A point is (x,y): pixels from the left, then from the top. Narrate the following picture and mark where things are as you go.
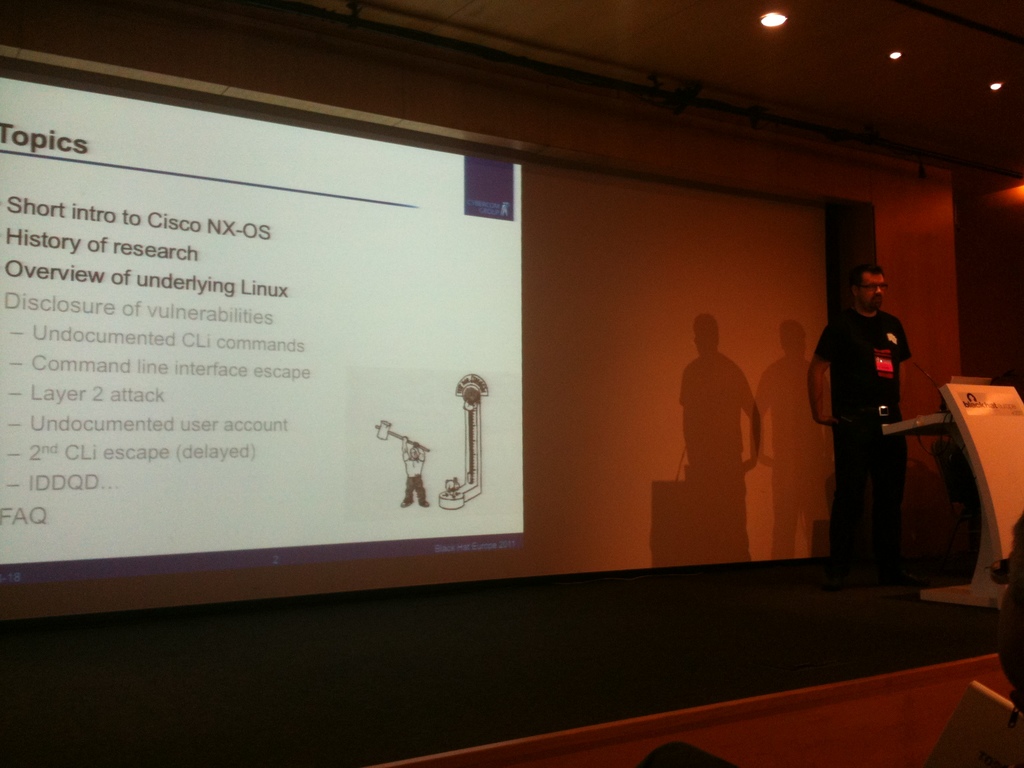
In this image we can see a person (860,483) standing on the stage (752,634) near the podium (976,461) and in the background (494,456) there is a presentation screen (341,300) with text (134,303) and picture (456,452) and there are lights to the ceiling (641,35).
